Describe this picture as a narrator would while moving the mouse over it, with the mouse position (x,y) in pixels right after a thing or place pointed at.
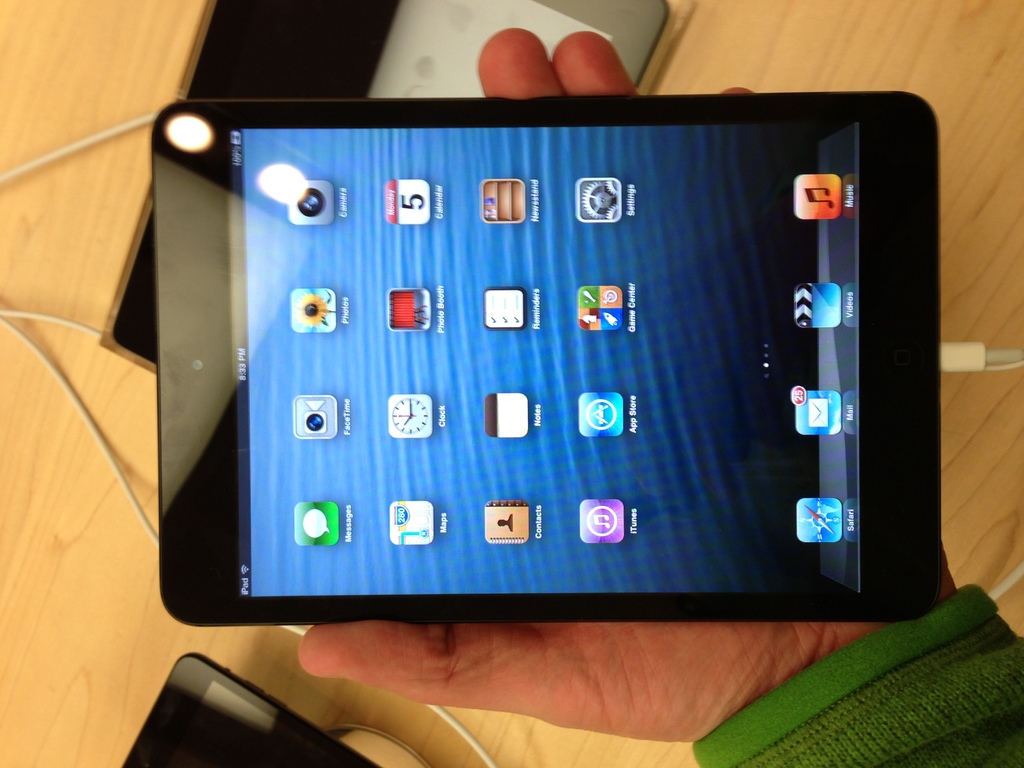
In this image we can see a person's hand (657,667) holding a tablet (507,328). At the bottom (125,721) there is a table (911,49) and we can see wires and tablets (325,763) placed on the table (385,727).
